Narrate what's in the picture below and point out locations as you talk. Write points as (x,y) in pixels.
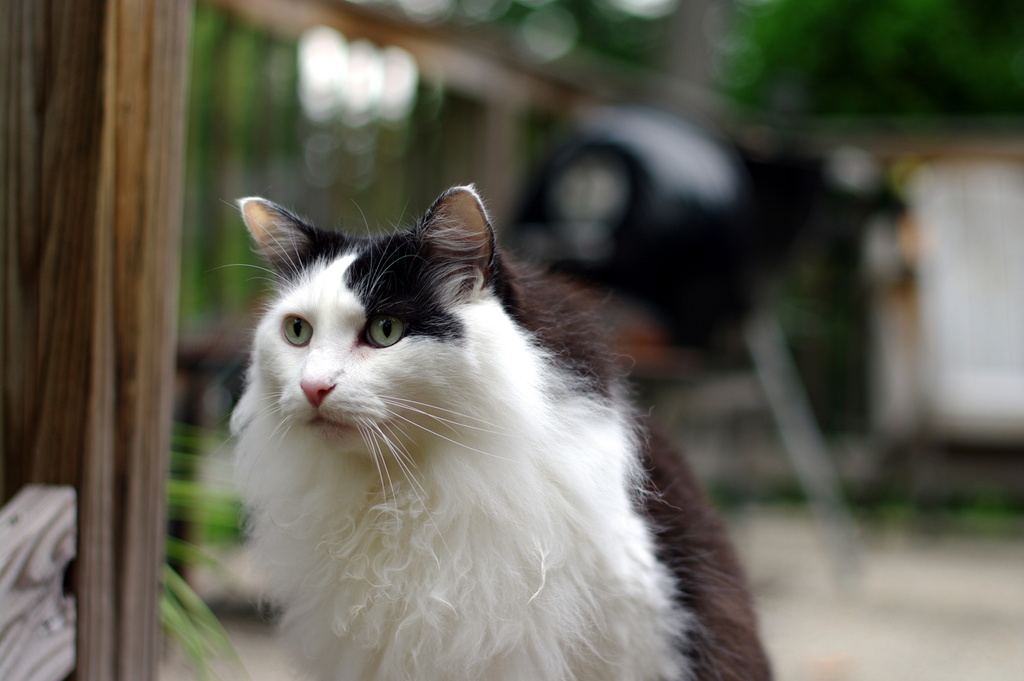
This image consists of a cat (515,547) in white and brown color. To the left (119,517), there is a wall (84,311) made up of wood (126,129). In the background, there are trees (511,20). At the bottom (924,644), there is a ground (906,629).
